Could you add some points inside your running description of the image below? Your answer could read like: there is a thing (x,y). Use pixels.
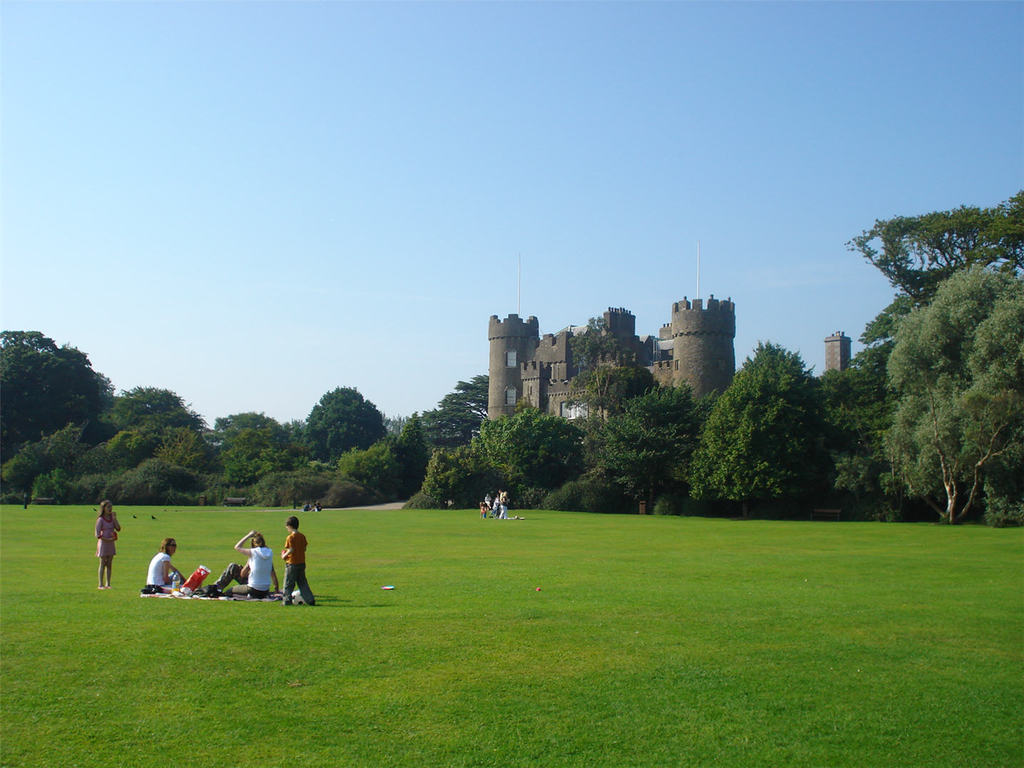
There are two people (246,565) sitting and two people (291,573) standing. This looks like a castle (683,354). These are the trees (948,415). Here is the grass (311,575). I can see a group of people (494,506). This is the sky (537,127).
